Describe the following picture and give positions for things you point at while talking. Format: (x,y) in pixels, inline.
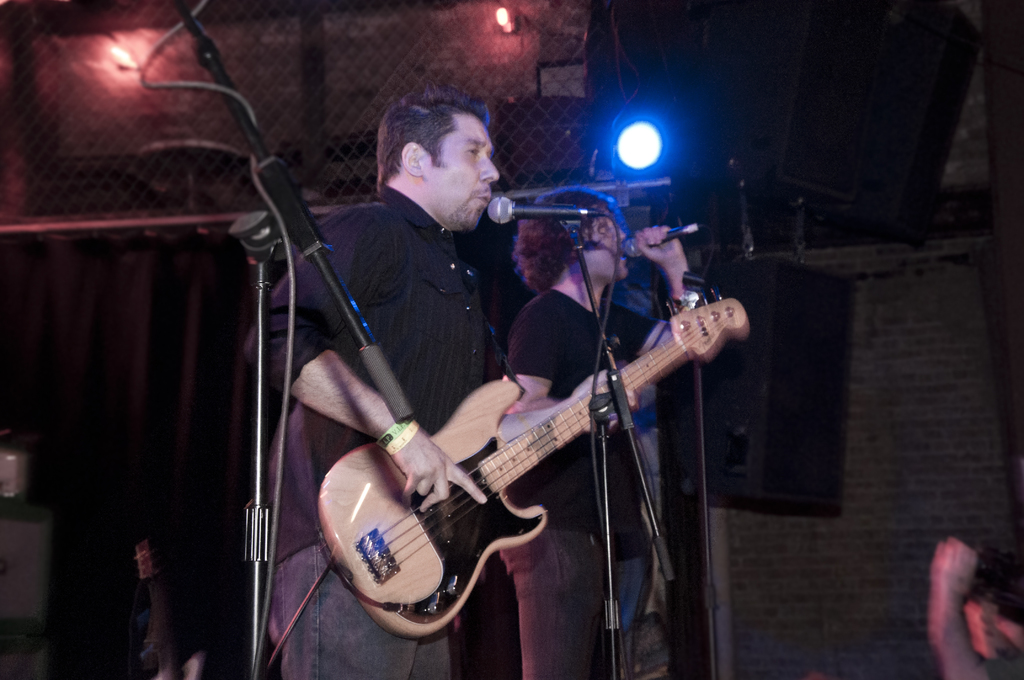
In the image it looks like a concert, there is a man (398,364) playing a guitar (434,526) and there is a mic (574,210) in front of him and beside him there is another person (625,352) singing a song and in the background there is a light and beside the light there are speakers (800,89).
